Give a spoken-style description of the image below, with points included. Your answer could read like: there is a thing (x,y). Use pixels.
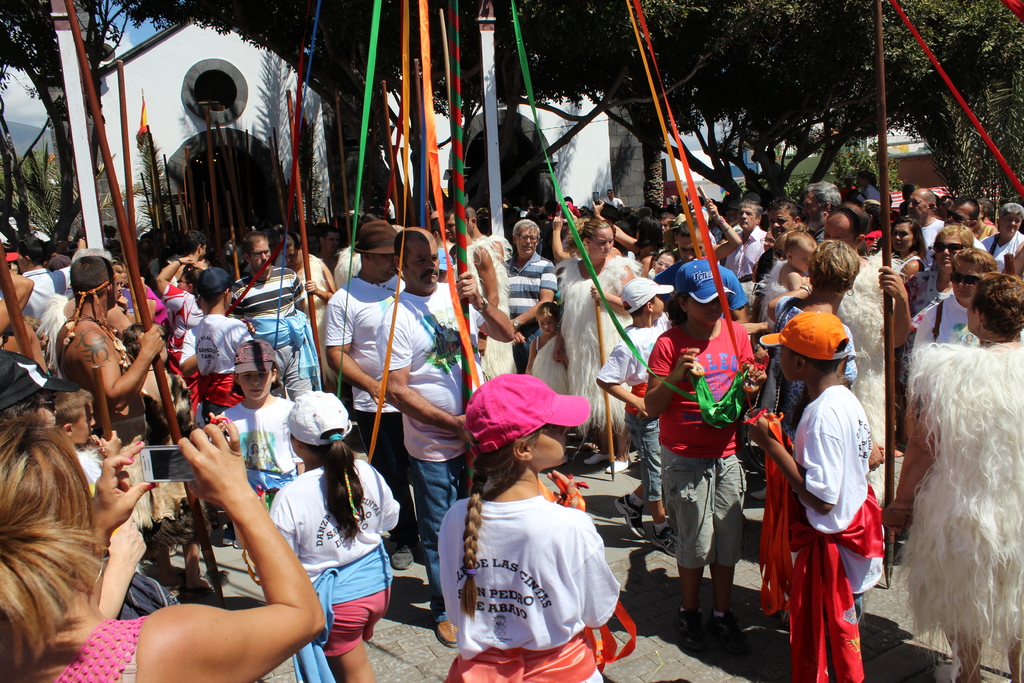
Here we can see group of people (400,352). They are holding sticks (319,339) and she is holding a mobile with her hands (218,496). In the background (10,99) we can see trees (1009,130), building (259,65), and sky (150,32).
